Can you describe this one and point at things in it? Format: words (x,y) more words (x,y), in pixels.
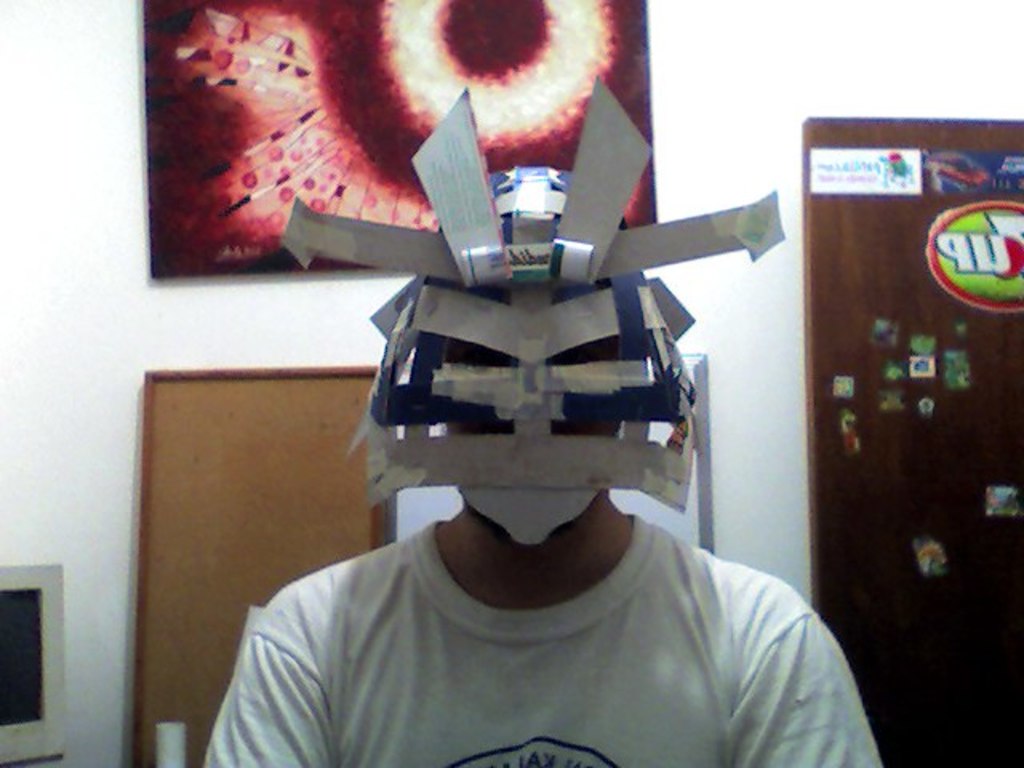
In this picture we can see a person (502,425) with a mask (463,258). Behind the person (499,399), there are boards (227,419) and a wall (74,410). On the left side of the image (35,692) there is a monitor (26,655). On the board (880,355) there are stickers (943,279).
